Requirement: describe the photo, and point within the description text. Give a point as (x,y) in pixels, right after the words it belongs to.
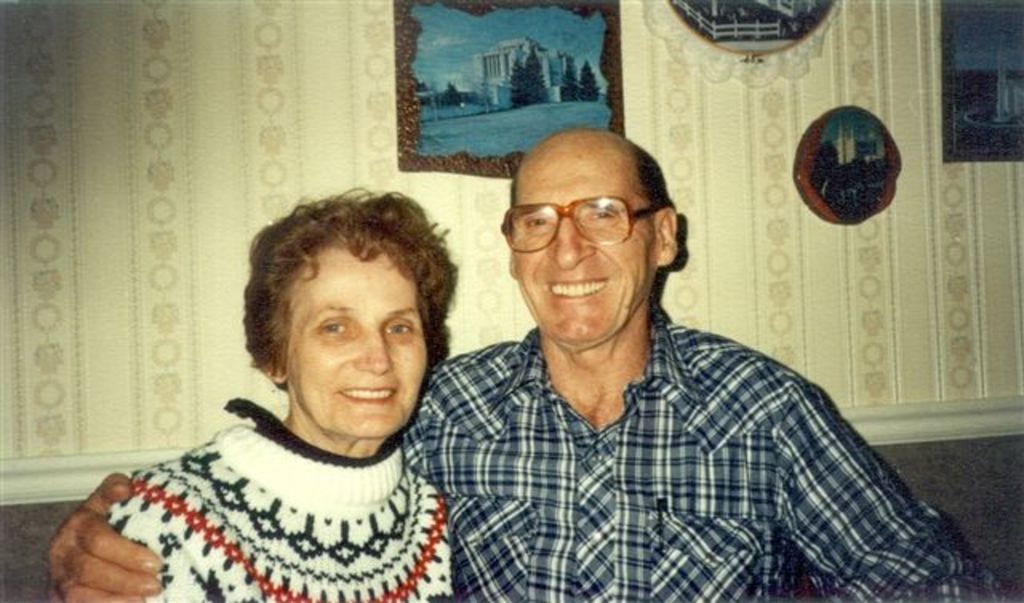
In this picture in the front (436,472) there are persons (495,465) smiling. In the background (256,163) there are frames (545,73) on the wall (186,153).
